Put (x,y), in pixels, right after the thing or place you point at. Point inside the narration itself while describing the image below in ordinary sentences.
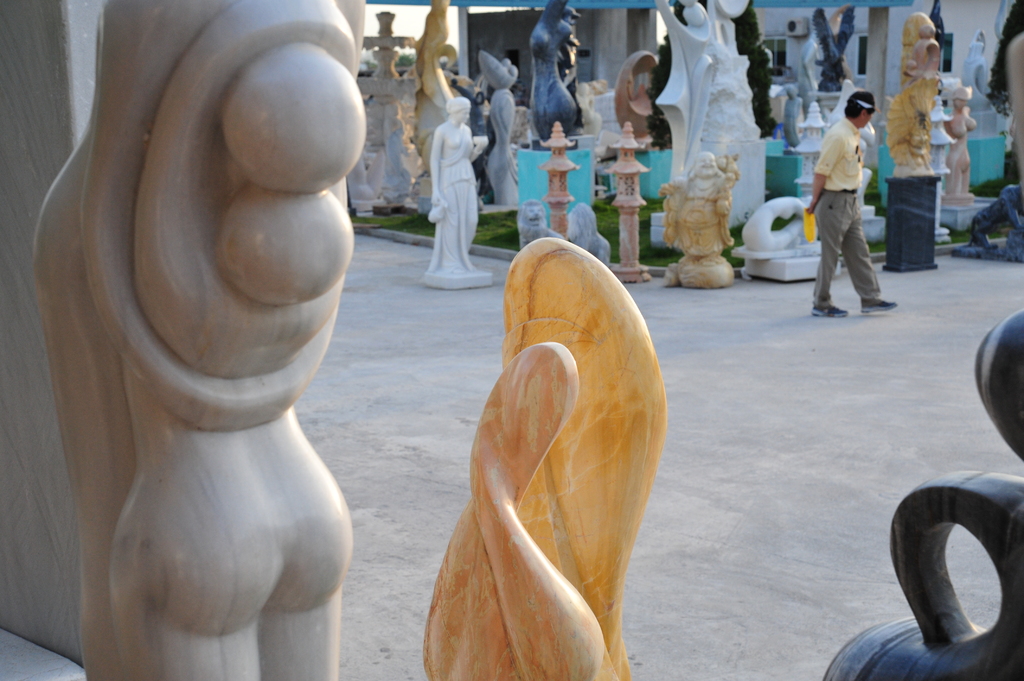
In this picture I can see there are few statues (310,119) and sculptures (633,408), they are in different shapes and colors. There is a man (847,169) standing at the right side (838,187).
